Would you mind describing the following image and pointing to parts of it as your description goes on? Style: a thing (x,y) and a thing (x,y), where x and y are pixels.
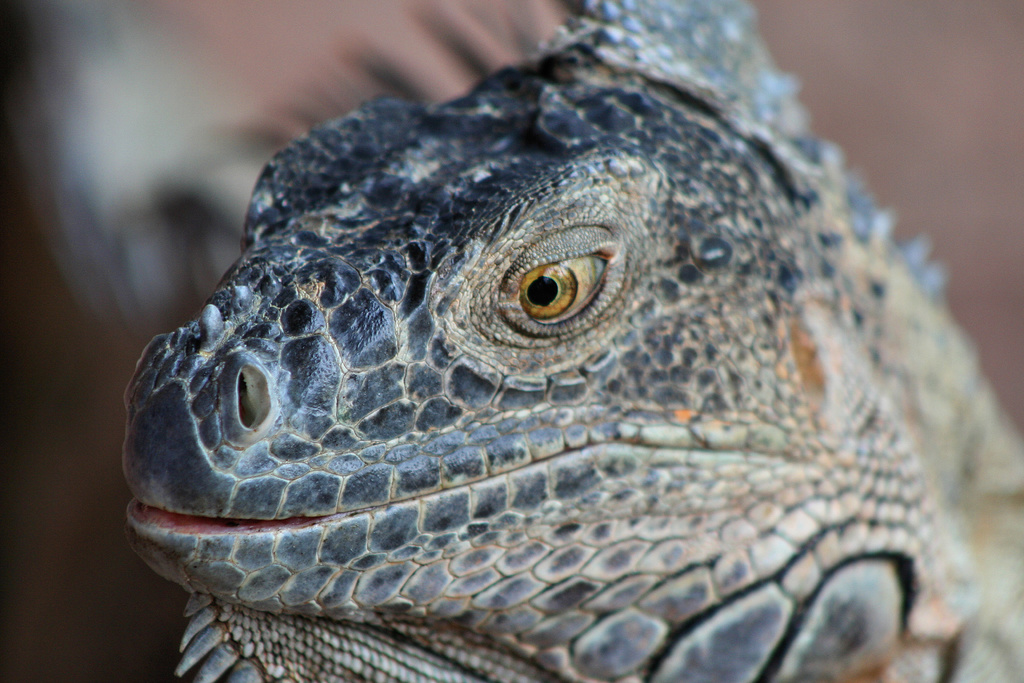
In the image in the center (477,391) we can see one reptile (592,423), which is in black and white color.
